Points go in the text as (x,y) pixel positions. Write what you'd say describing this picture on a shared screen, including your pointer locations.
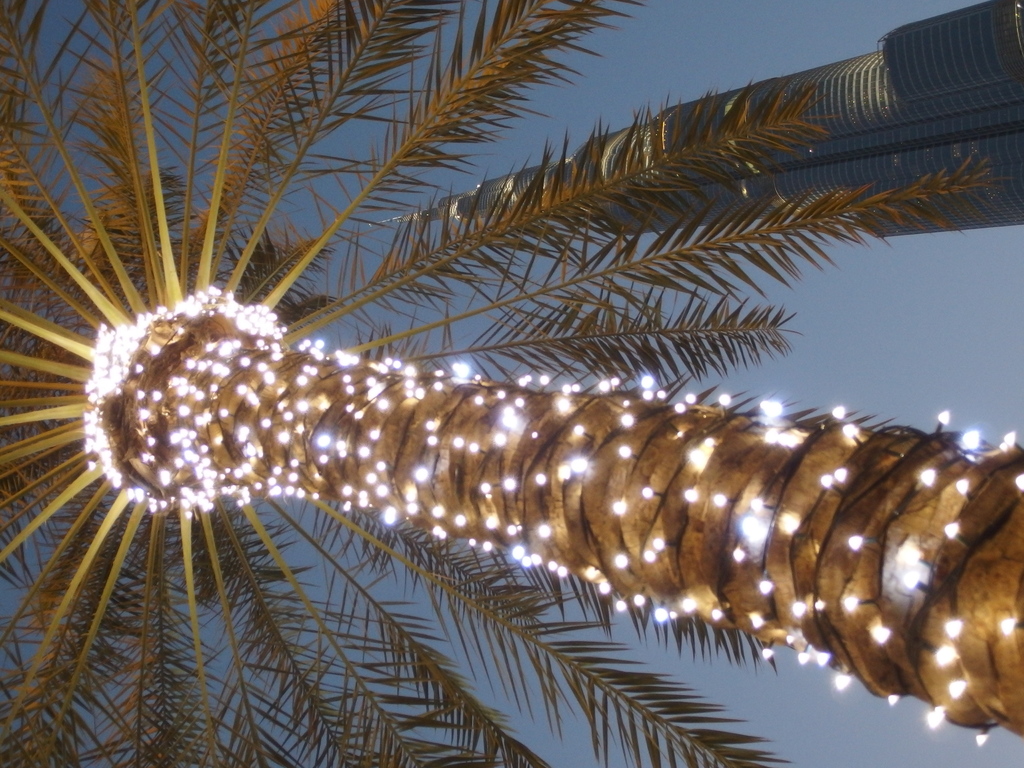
There is a tree (374,453) with lights (137,368) present in the middle of this image (423,479). We can see a tower (696,177) in the top right corner of this image (762,128) and the sky (712,86) is in the background (338,274).
